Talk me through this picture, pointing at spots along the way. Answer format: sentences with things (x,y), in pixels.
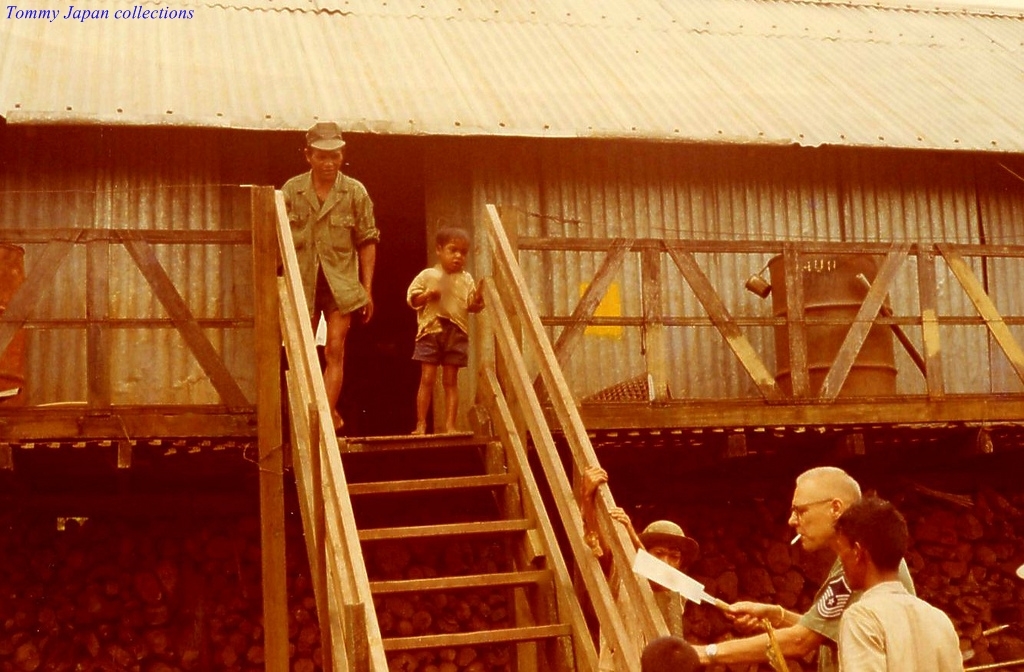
In this image we can see a shed (409,333), wooden grills (288,247), stairs (512,469), bin (867,343) and persons (307,214) standing on the ground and stairs (591,643).
